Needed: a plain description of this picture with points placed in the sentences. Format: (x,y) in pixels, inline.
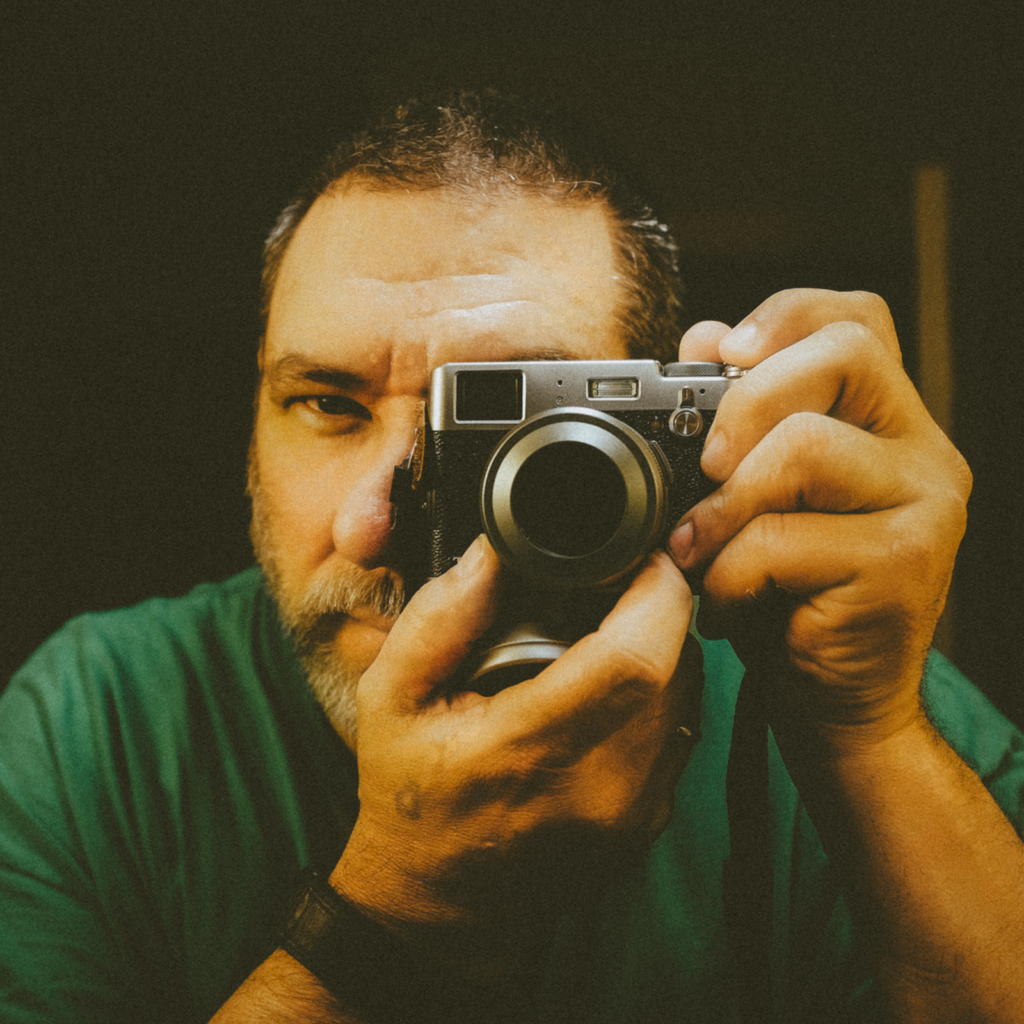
This person (789,997) holding camera (612,558).
